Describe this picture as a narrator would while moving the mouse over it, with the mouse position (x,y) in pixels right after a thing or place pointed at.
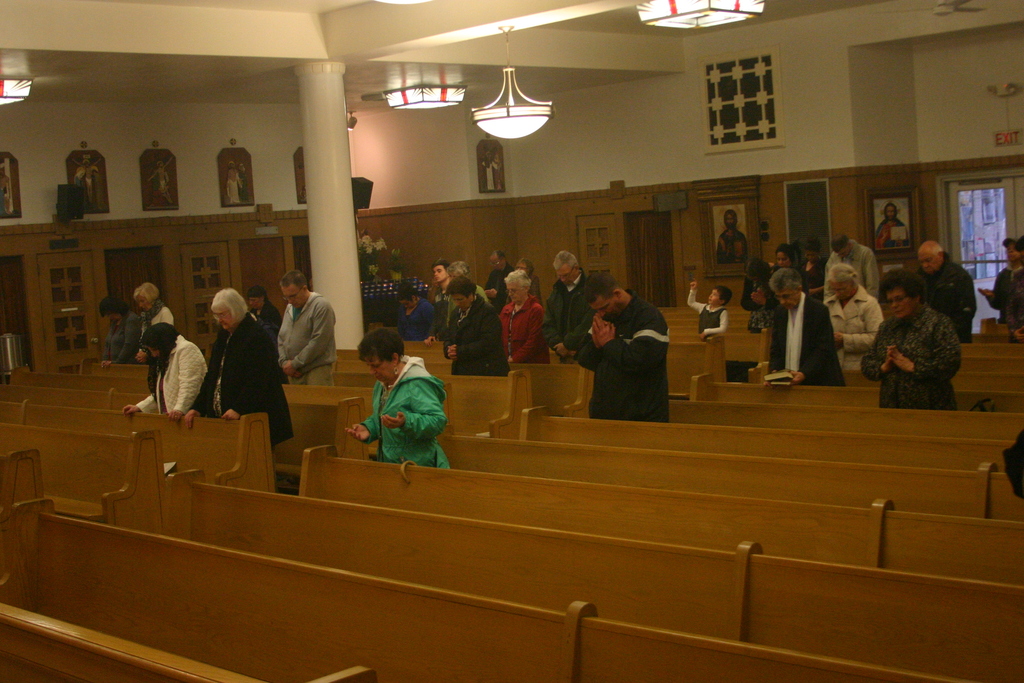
In this image it seems like there are few people (505,345) standing in the church (671,352) and praying. At the top (501,118) there is a chandelier (486,129) and there are lights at the top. In the middle (359,300) there is a pillar (343,175). There are photo frames (884,241) attached to the wall (814,160). On the right side (1022,140) top there is an exit board (1007,144). On the left side (149,201) there are sculptures (71,176) attached to the wall (214,217).
